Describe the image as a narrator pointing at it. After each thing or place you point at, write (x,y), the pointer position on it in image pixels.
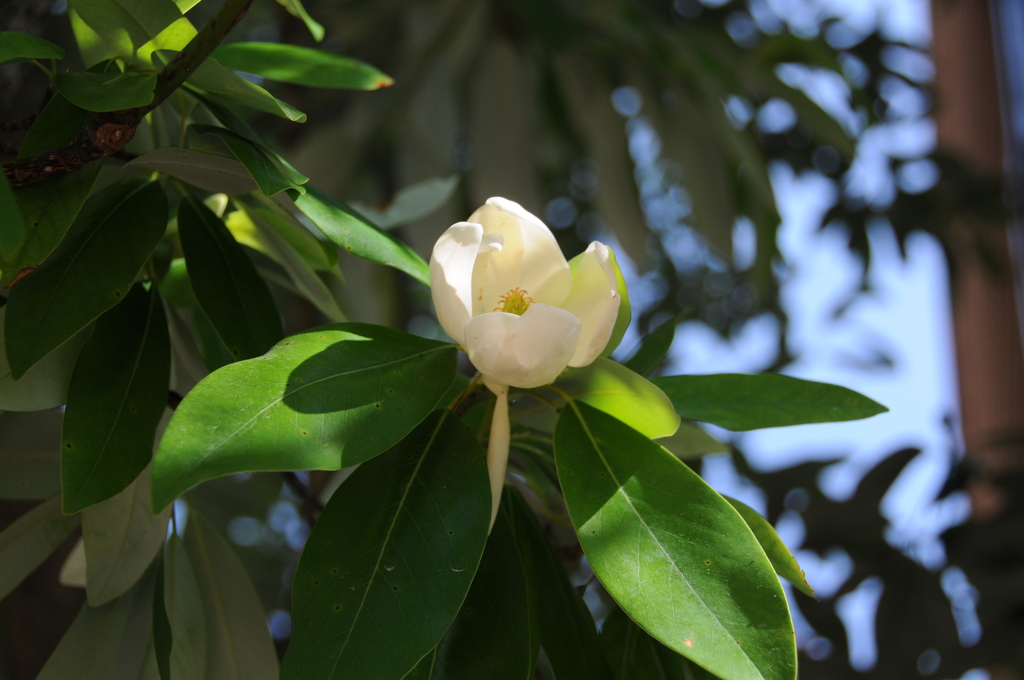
In the center of the image (481,309) we can see a flower (559,352) which is in white color. In the background (879,337) there are trees (439,118) and sky (909,340).
